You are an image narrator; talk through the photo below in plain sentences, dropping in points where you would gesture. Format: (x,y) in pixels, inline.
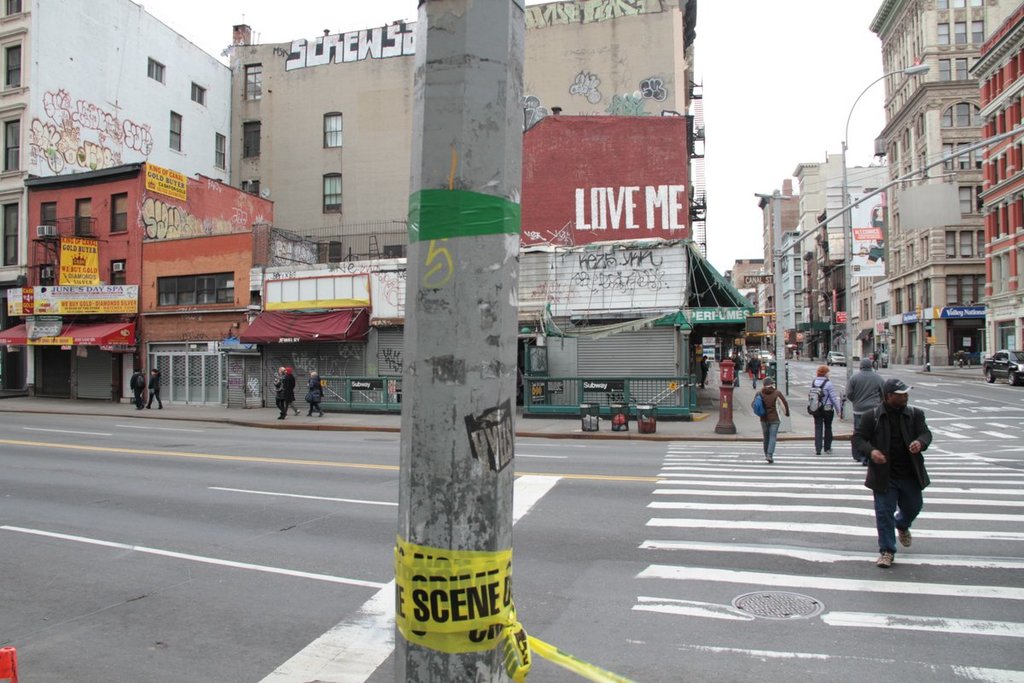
The picture is taken on the streets (725,485) of a city (528,519). In the foreground of the picture (170,467) there are road (523,468), zebra crossing (1009,527), pole (423,482) and people (882,463). In the center of the picture (534,304) there are buildings (260,271), footpath (176,404), people (769,443), dustbins (588,427) and pole (802,237). Towards right (1001,364) there are buildings (962,296), vehicles (990,368), street lights (850,342), road (928,415) and people (863,388). Sky (776,141) is cloudy.
